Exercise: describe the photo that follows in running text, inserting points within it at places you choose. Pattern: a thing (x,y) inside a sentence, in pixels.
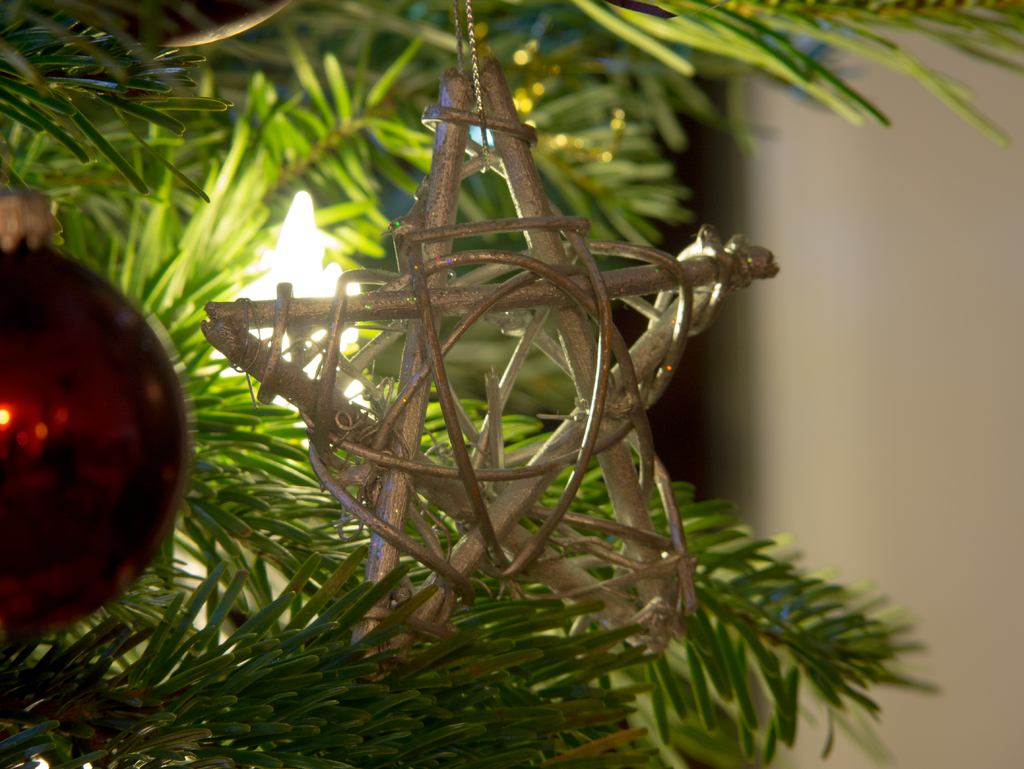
In the foreground of this picture (542,453), there is a star (527,474) and a red ball (108,456) hanging to a tree (238,63) and there is a light (314,246) and wall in the background (915,221).
